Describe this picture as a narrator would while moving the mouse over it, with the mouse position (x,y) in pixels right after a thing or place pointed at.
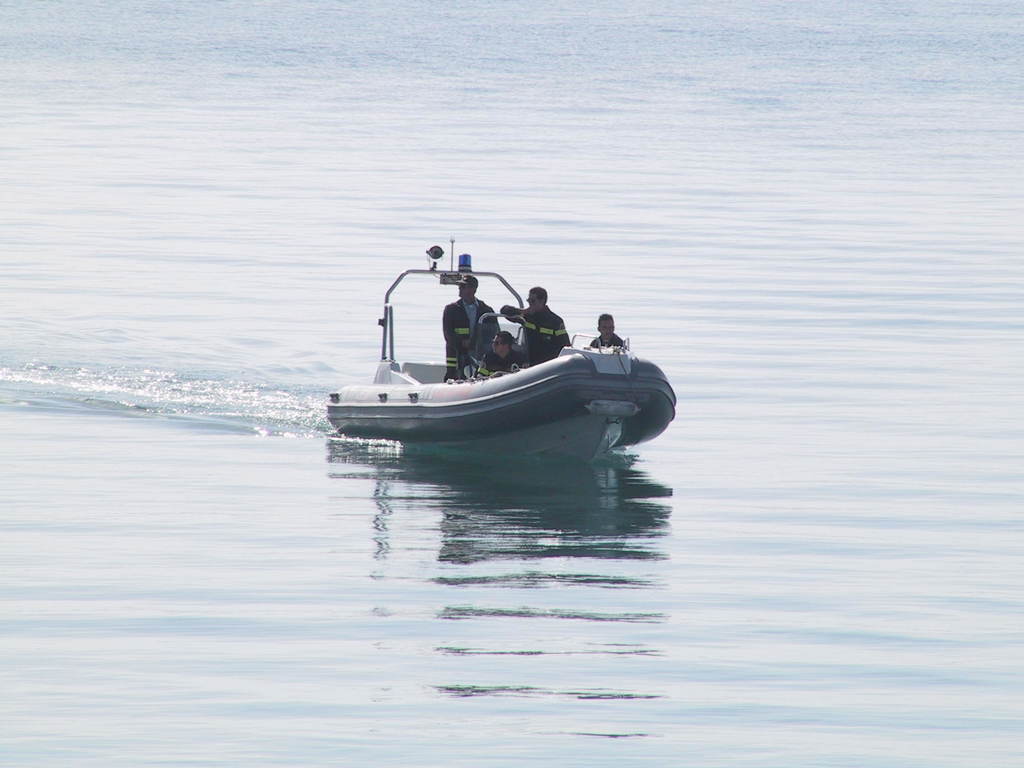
In this picture I can see there is a boat (400,366) in the lake (67,542) and there are some people (547,357) standing in the boat (550,378) and this person (494,350) is sitting.
